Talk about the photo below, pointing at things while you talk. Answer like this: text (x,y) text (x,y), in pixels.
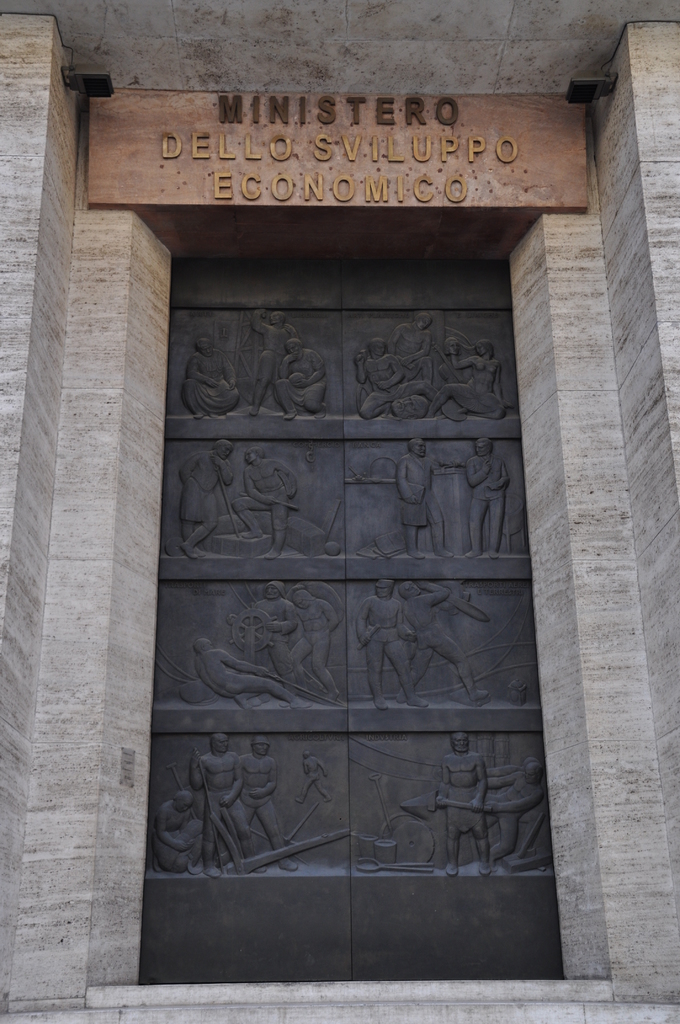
In the center of the image (309,348) there is a door (164,669) to the building (190,34). At the top of the image (474,187) we can see name board (437,129).
